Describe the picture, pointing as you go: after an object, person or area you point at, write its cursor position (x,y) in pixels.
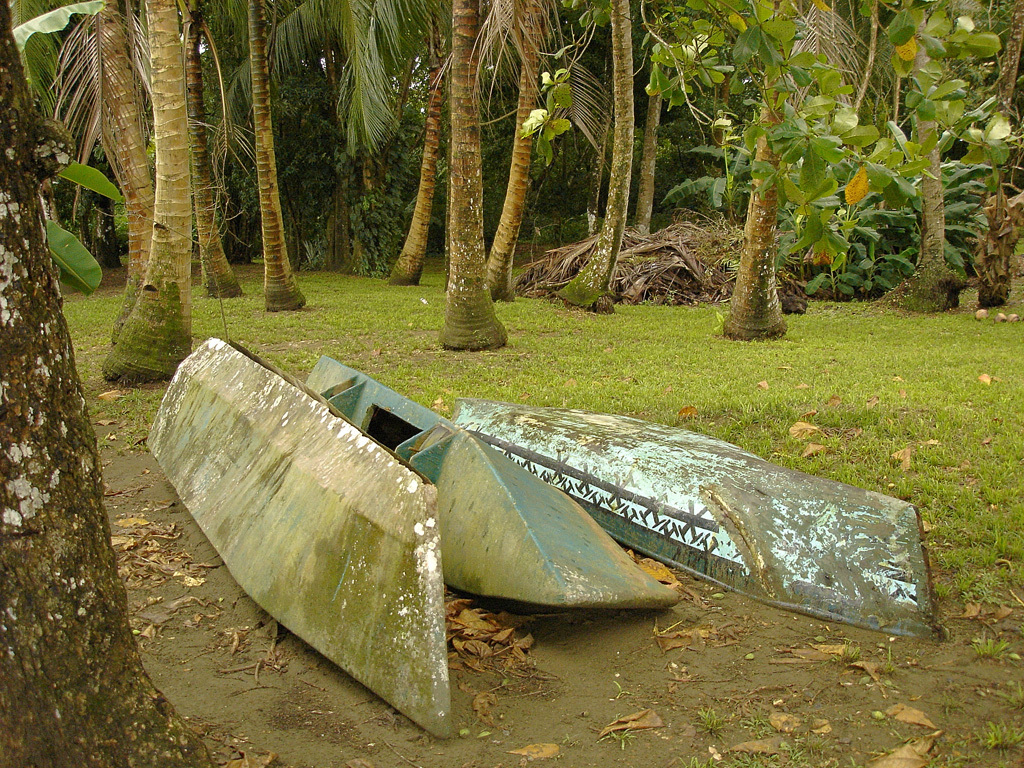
These are boats (591,557) and green color trees (543,150).
